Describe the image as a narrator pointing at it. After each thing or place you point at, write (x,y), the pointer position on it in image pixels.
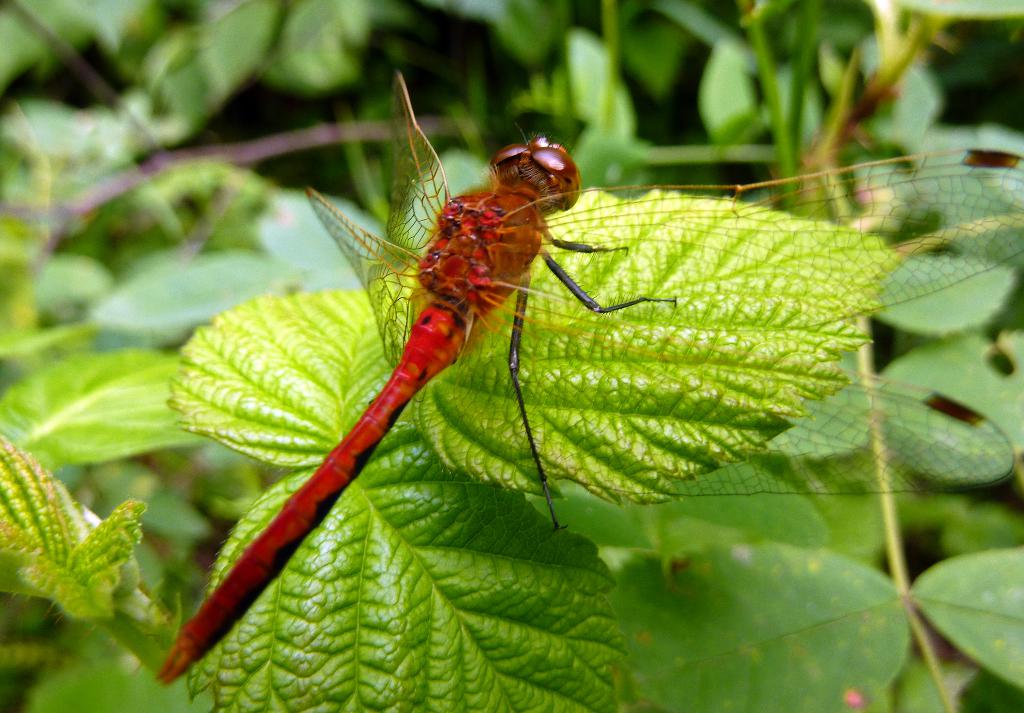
In the center of the image (417,254), we can see a dragonfly (425,267) and in the background (572,102), there are plants (214,102).
